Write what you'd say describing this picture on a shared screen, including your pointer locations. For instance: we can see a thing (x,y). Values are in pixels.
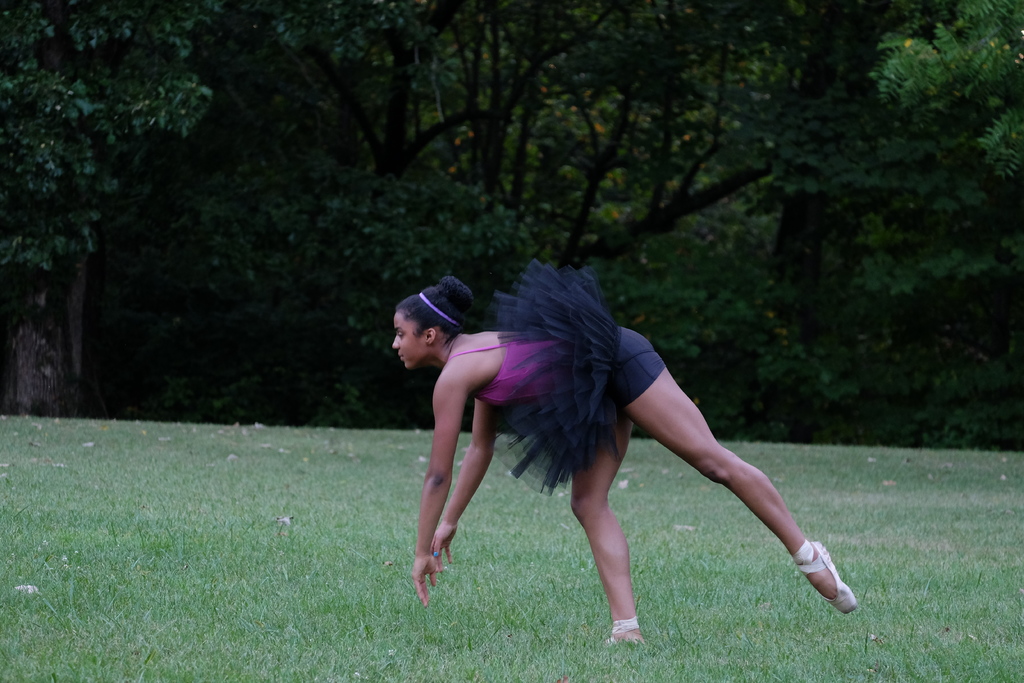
In this picture there is a woman (513,298) with black and pink dress (578,374) and she might be dancing. At the back (514,208) there are trees (282,215). At the bottom (279,667) there is grass (396,651) and there are dried leaves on the grass (227,528).
